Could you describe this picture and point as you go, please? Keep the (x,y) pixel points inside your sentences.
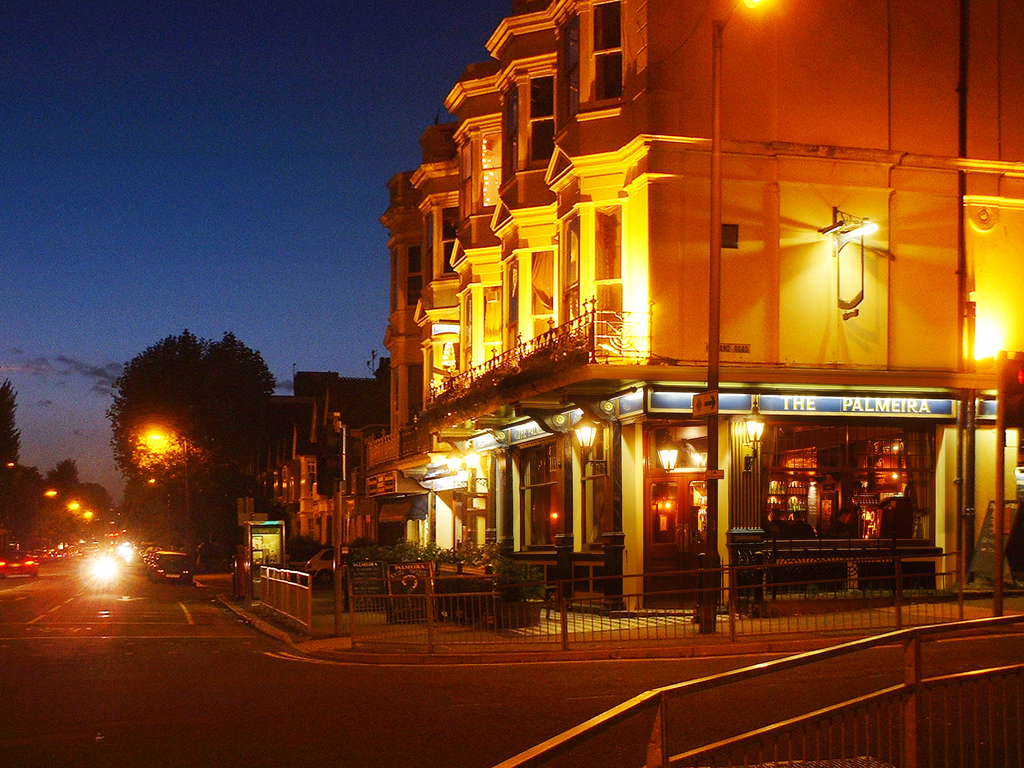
The picture is taken on a road (446,693). In the background (438,472) there are buildings (663,417), trees (88,491). On the road (62,569) few vehicles (98,552) are moving. There are boundaries (545,625) over here on this place. Here there is a street light (716,44).
